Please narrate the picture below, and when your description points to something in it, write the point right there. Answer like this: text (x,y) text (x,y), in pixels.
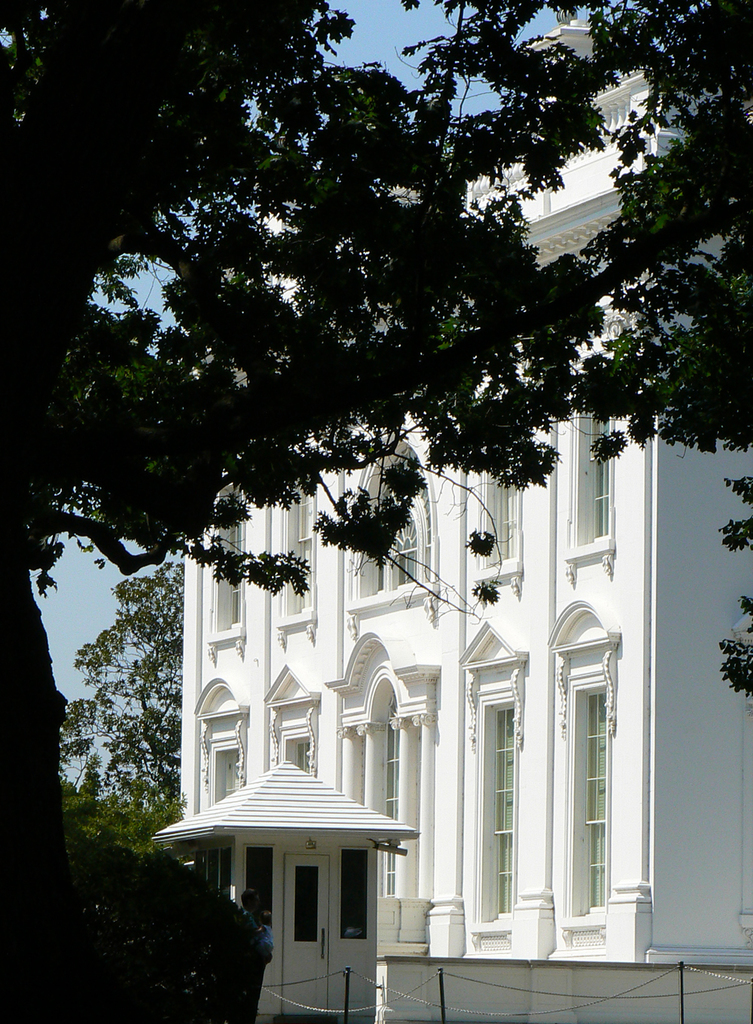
In this image I can see a white color building (632,652), on the left side (113,364) there are trees (418,220). At the top (428,30) it is the sky (428,20).
